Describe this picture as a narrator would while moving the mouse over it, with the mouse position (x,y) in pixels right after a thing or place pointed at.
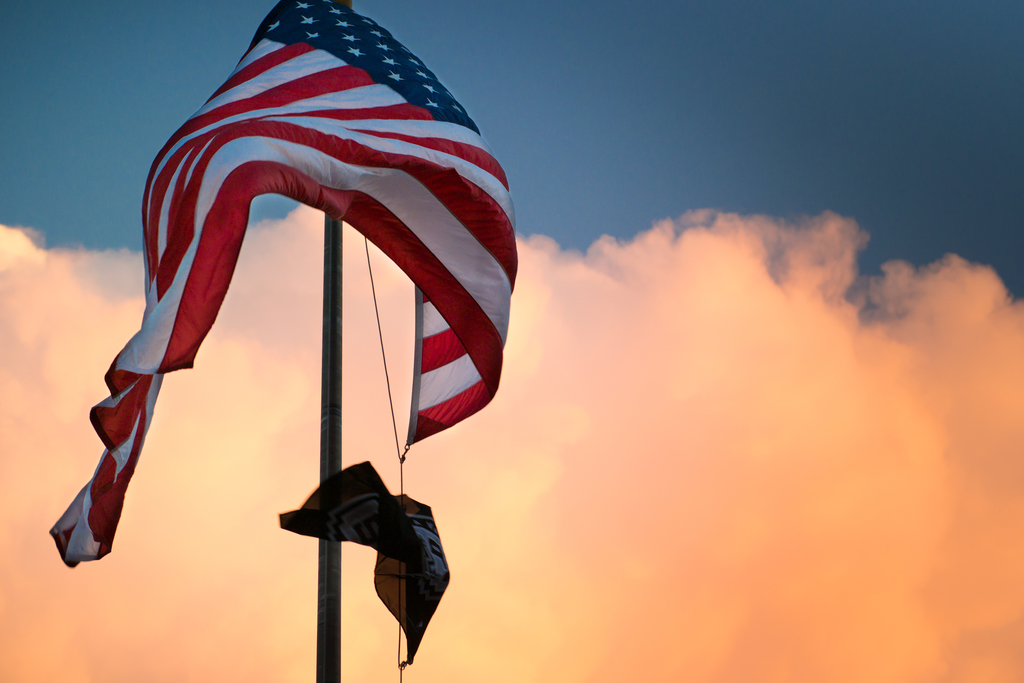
In this image we can see flag (239,107) included with pole (326,476) and rope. In the background (409,363), we can see clouds (623,288) and sky (579,118).
